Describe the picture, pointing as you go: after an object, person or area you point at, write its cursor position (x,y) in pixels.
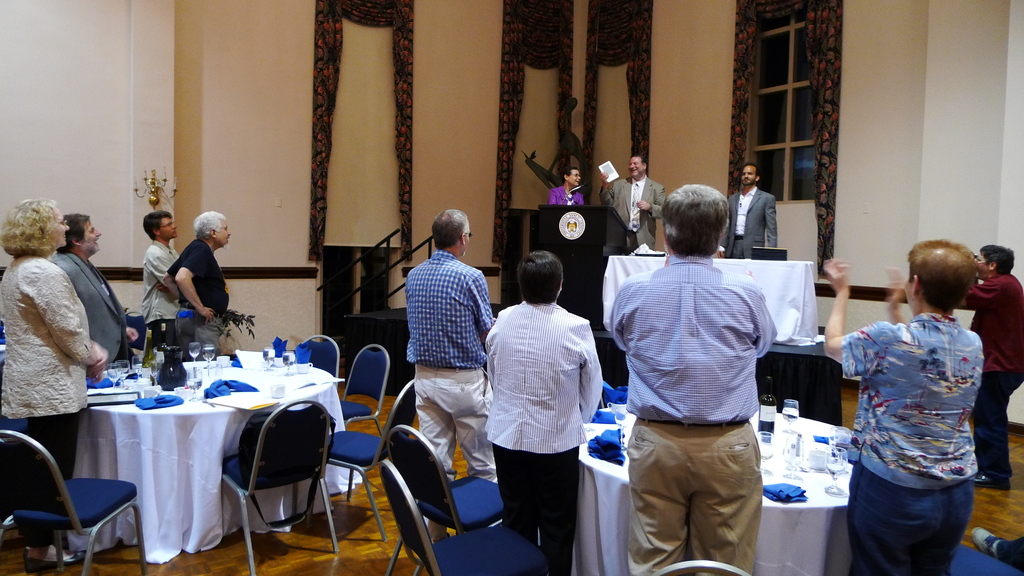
This picture describes about group of people (179,328), they are all standing in front of them we can find couple of glasses (790,431), bottles (765,397), papers (259,397) on the table (141,413), and also we can find few people (562,190) are standing on the stage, in front of podium (546,218) the middle person (622,204) is holding a paper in his hand (603,174), in the background (619,158) we can see walls (940,106), curtains (824,103) and a plant (554,171).
